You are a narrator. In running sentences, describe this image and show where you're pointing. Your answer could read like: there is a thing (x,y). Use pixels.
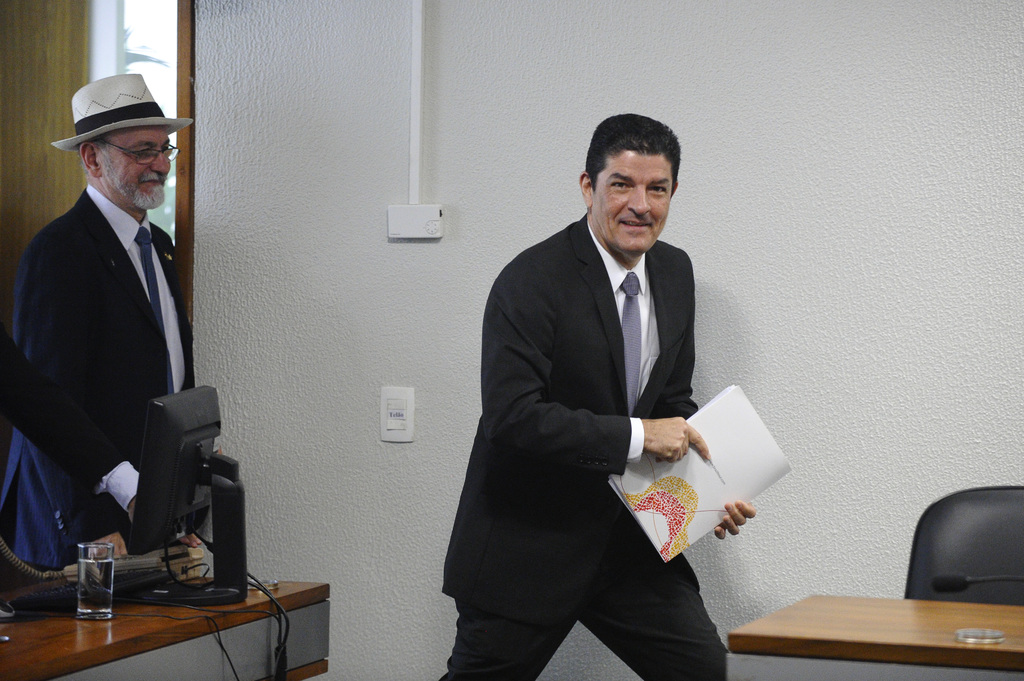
The two persons (564,250) are standing. On the right side of the person (637,221) is standing. He is holding a paper (663,503). On the left side of the person (144,144) is wearing a cap (105,105) and spectacle (150,156). There is a table (834,606) on the right side (834,609). There is a another table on the left side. There is a computer system (163,595), keyboard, wires (165,560) on a table (169,608). We can see in the background (335,285) wall (766,88), socket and door (55,121).
